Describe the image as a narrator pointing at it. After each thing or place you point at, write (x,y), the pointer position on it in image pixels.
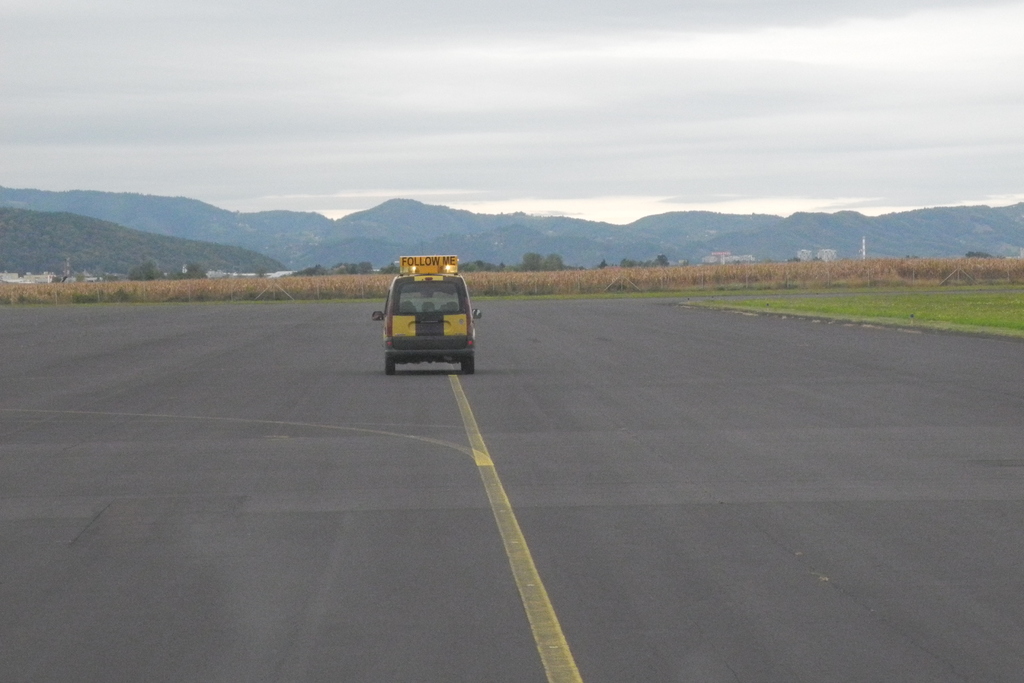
In this picture we can see a vehicle (432,270) on the road (360,333). There is a text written on a yellow board (408,265). We can see a few plants (500,285), trees (363,270) and mountains (389,262) in the background (491,259). Sky (560,74) is cloudy.
